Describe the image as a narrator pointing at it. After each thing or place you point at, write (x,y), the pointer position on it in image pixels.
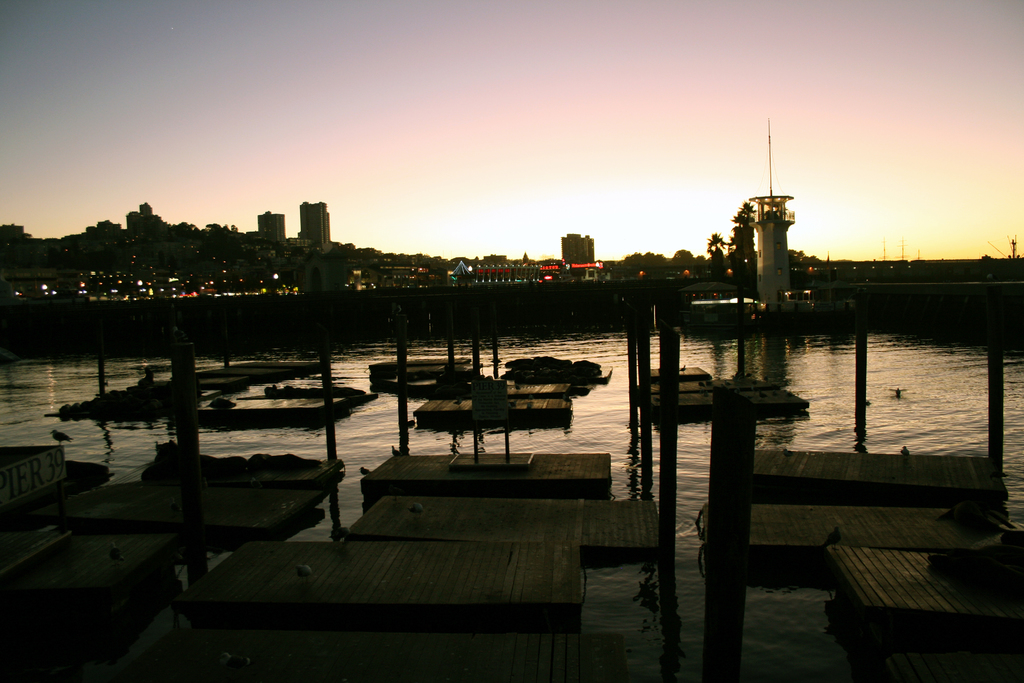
In this image we can see group of wooden boards (914,541) placed on the water (1009,430), group of poles (191,486). In the background (828,268), we can see a group of buildings (485,261), trees (235,247) and sky (495,143).
